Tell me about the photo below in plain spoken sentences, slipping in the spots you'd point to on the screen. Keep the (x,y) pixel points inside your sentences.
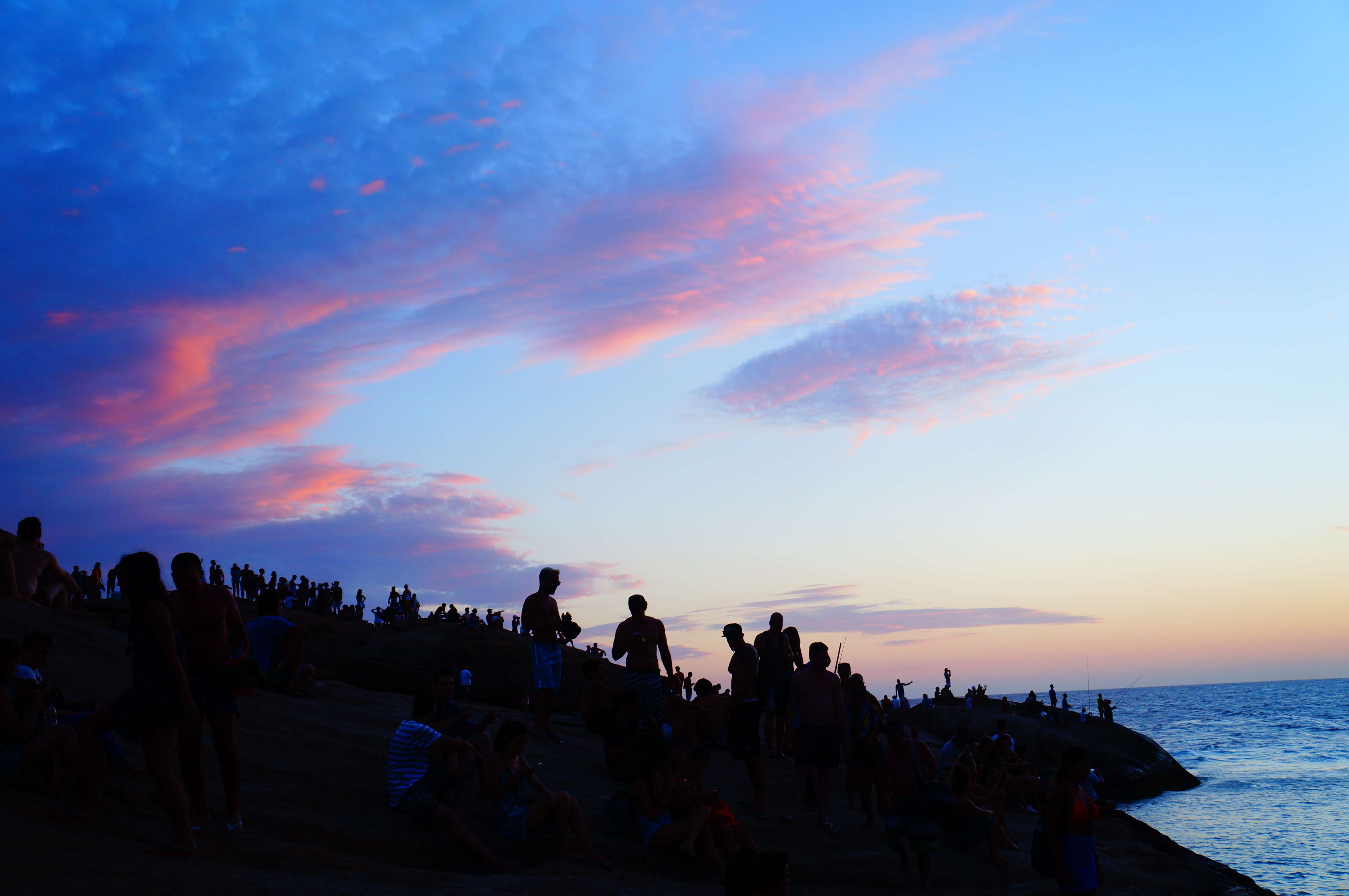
This picture is taken during the sun set. In this image there is water (1254,753) on the right side (1254,753). On the left side (351,732) there is a land (494,640) on which there are so many people (674,720) standing on it.
